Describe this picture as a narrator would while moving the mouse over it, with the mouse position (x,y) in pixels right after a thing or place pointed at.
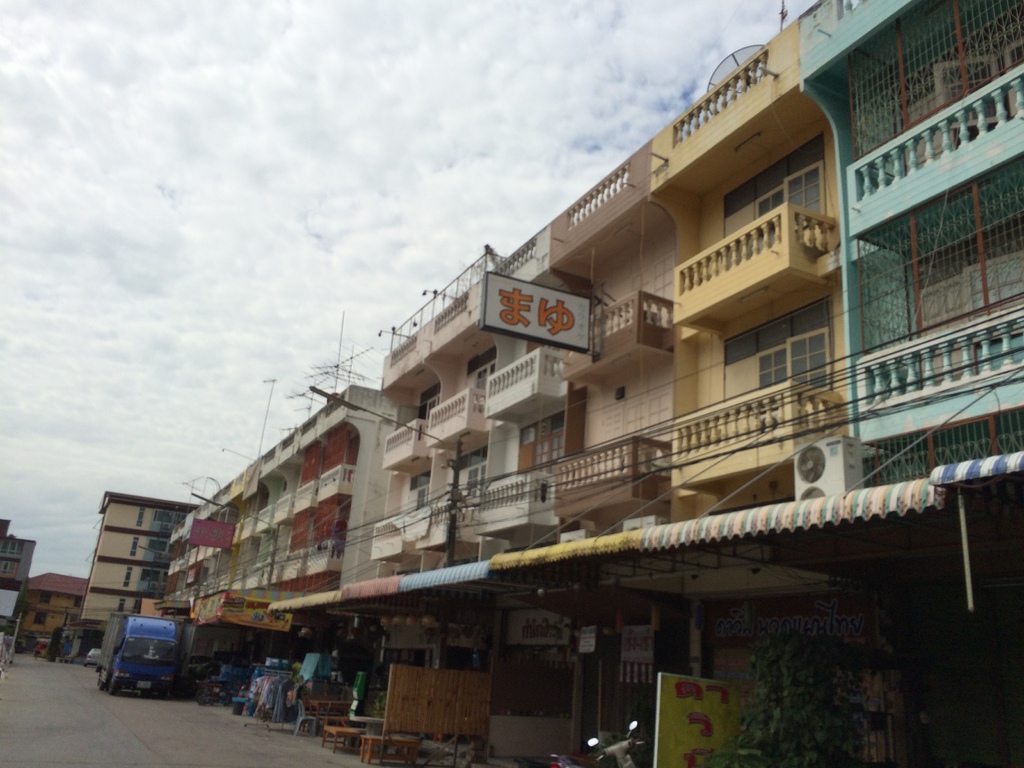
There is a bike (613,753) and a truck (145,679) present at the bottom of this image (103,688). We can see the buildings (404,561) in the background (53,605) and the cloudy sky (213,179) at the top of this image (315,134).
